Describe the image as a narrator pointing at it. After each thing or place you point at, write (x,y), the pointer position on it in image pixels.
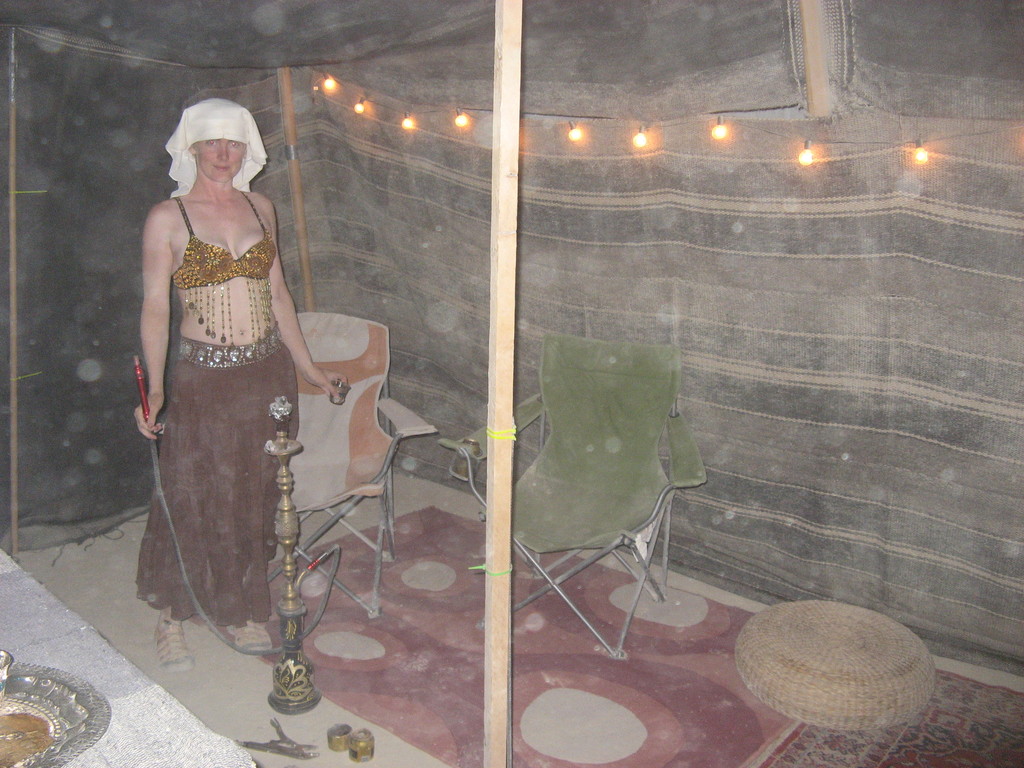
In this image we can see a lady person (223,401) standing holding hookah pipe (176,547) in her hands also a glass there are some chairs (405,422) and in the background of the image (422,142) there is tent (395,135) to which some lights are attached and in the foreground of the image (25,580) there is table (3,595) on which there is silver color plate (62,691).
